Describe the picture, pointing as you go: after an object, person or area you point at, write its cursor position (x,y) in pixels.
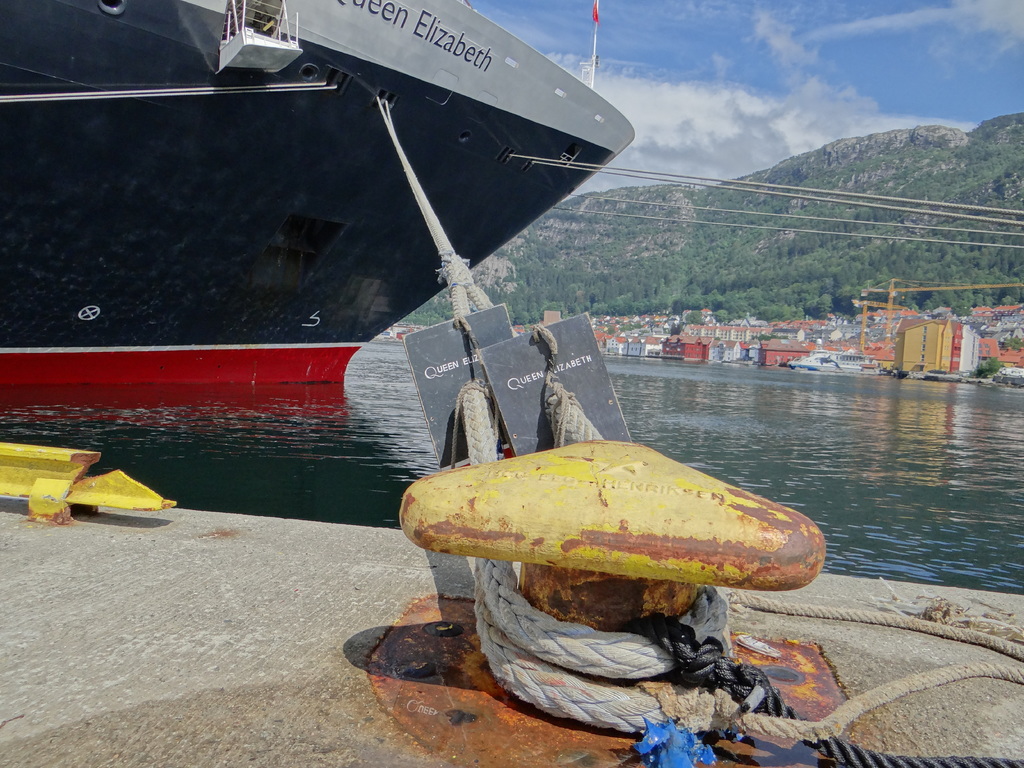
In this image we can see a ship (331,259) hanged to the hook (575,514) by a rope (622,690). In the background (695,133) we can see flags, sky (628,29) with clouds (716,121), hills (841,208), trees (817,263), buildings (904,311), construction cranes (948,289) and water (752,408).
